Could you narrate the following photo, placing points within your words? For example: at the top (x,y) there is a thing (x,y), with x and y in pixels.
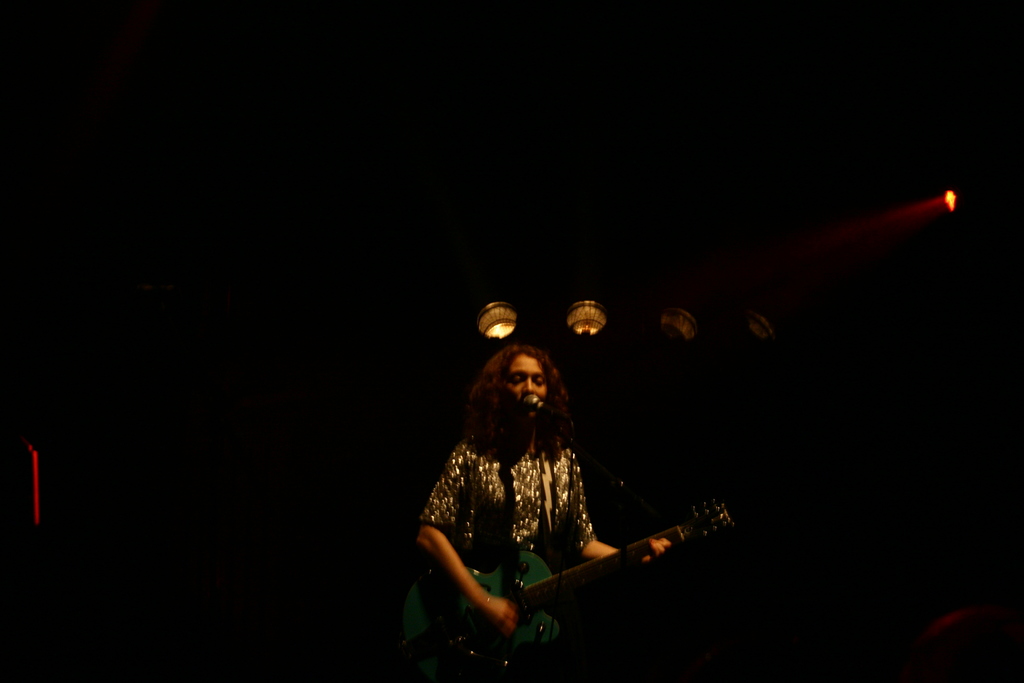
In the foreground of this image (534,419), there is a woman (559,478) standing in front of a mic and playing guitar (527,598). In the background (569,337), there are few lights (498,302) in the dark.
